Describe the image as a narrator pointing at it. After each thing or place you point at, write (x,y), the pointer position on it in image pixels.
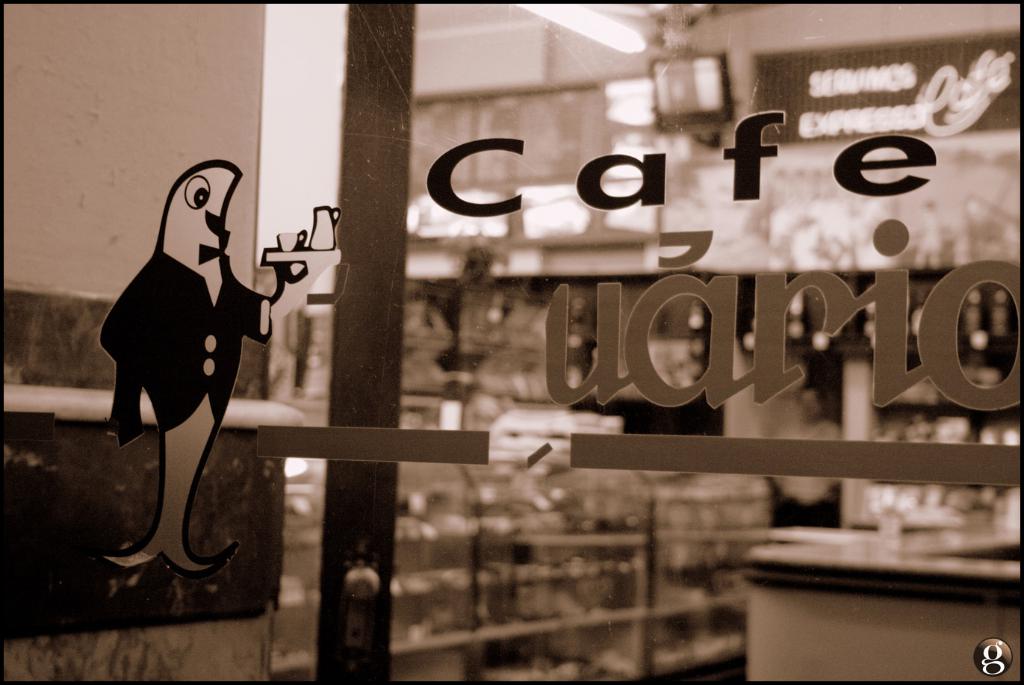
In this image I can see some cartoon image (237,358) and something written on it. The background of the image (538,160) is blurred.
